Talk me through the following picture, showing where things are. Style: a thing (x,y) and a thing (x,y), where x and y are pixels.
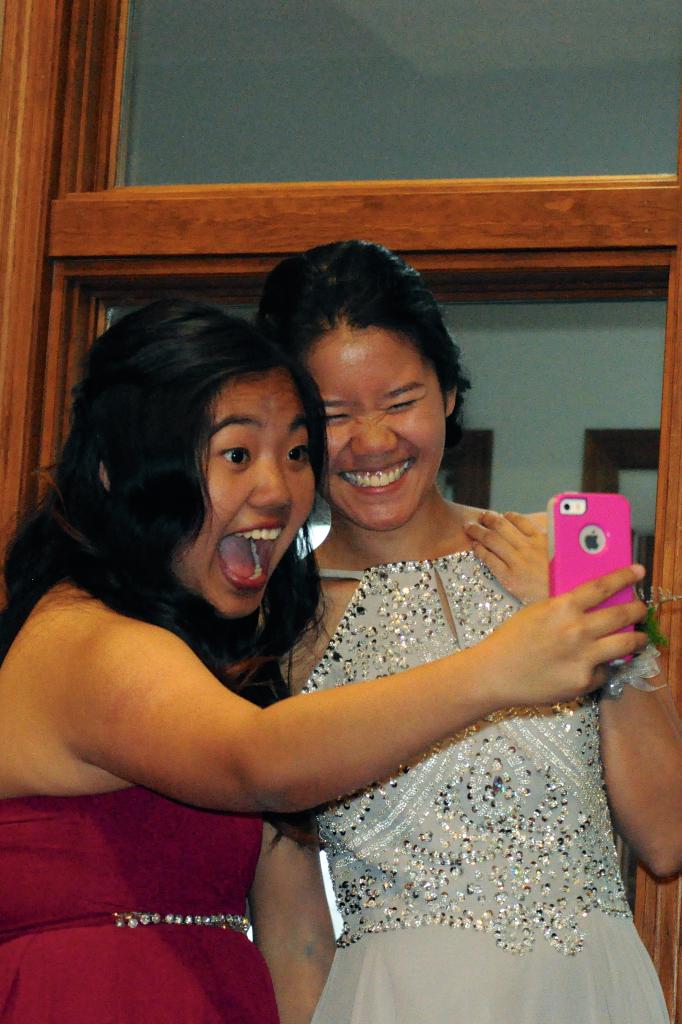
There are two women (254,651) in this picture taking a selfie with a mobile (610,535). Both of them were smiling. In the background (309,139) there is a window (393,180).
